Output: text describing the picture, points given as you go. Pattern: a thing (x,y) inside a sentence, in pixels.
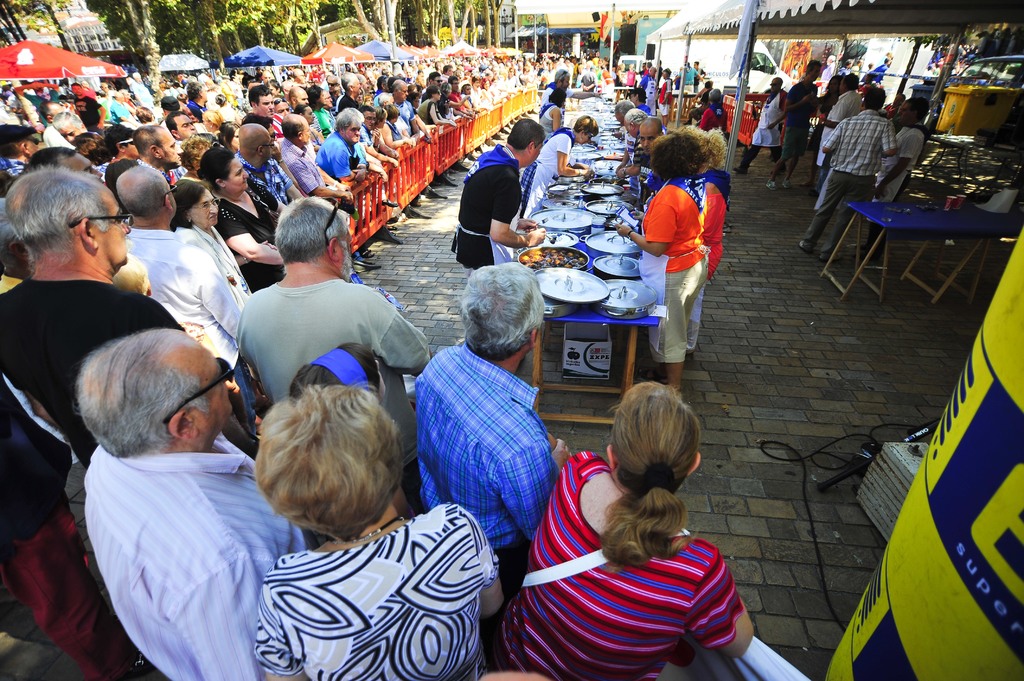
In this picture there are group of people (137,256) standing and a group of people (594,91) at the table (593,315), there also a group of people (824,153) standing behind them.
